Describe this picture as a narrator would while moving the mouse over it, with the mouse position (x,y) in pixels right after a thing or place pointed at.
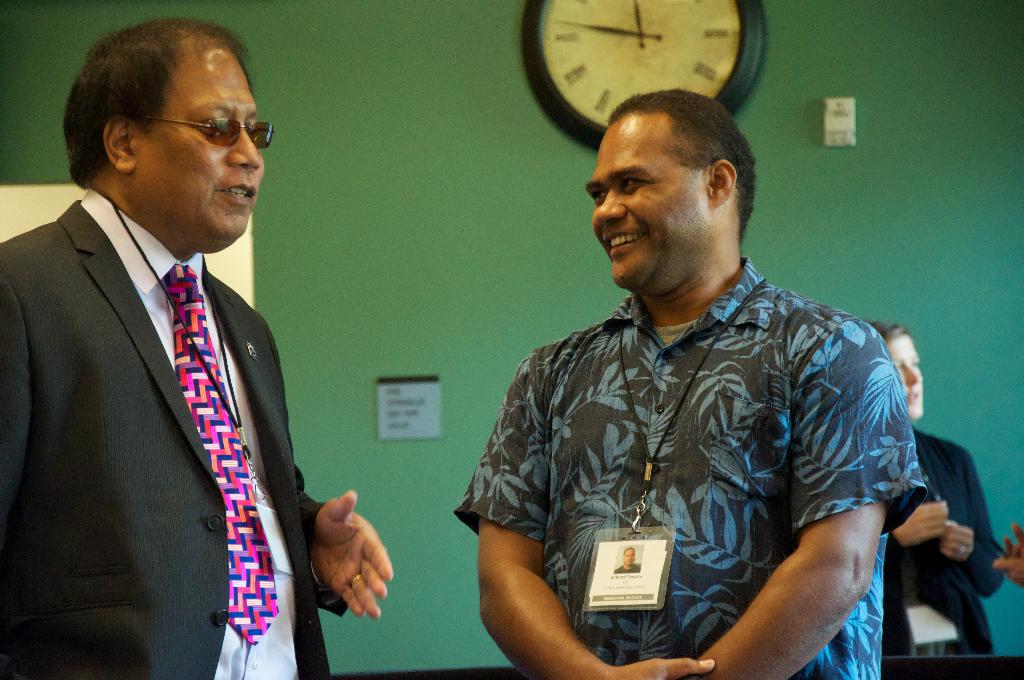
In this image I can see two persons (631,628) standing, the person (103,476) at left (102,470) is wearing black blazer (78,328), white shirt (160,253) and pink and blue color tie (208,333). In the background (638,64) I can see the clock (621,87) attached to the wall (438,137) and the wall (433,234) is in green color.
